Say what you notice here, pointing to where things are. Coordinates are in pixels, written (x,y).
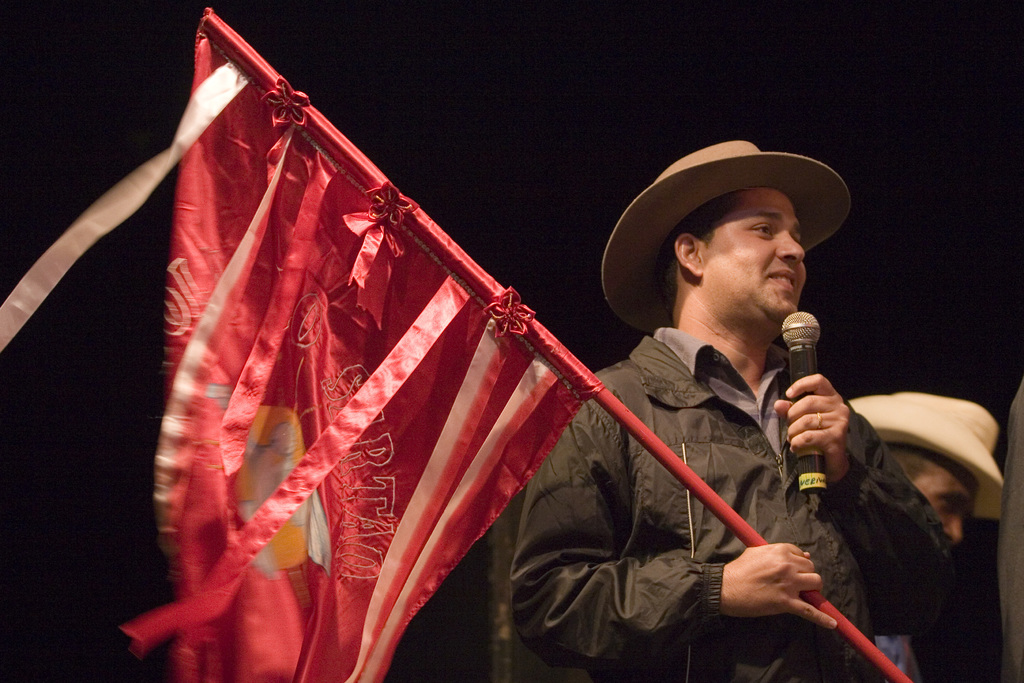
In this image we can see two persons (904,523), both are wearing hats (998,513), one of them is holding a flag (472,380), and a mic (791,334), also the background (919,153) is dark.
